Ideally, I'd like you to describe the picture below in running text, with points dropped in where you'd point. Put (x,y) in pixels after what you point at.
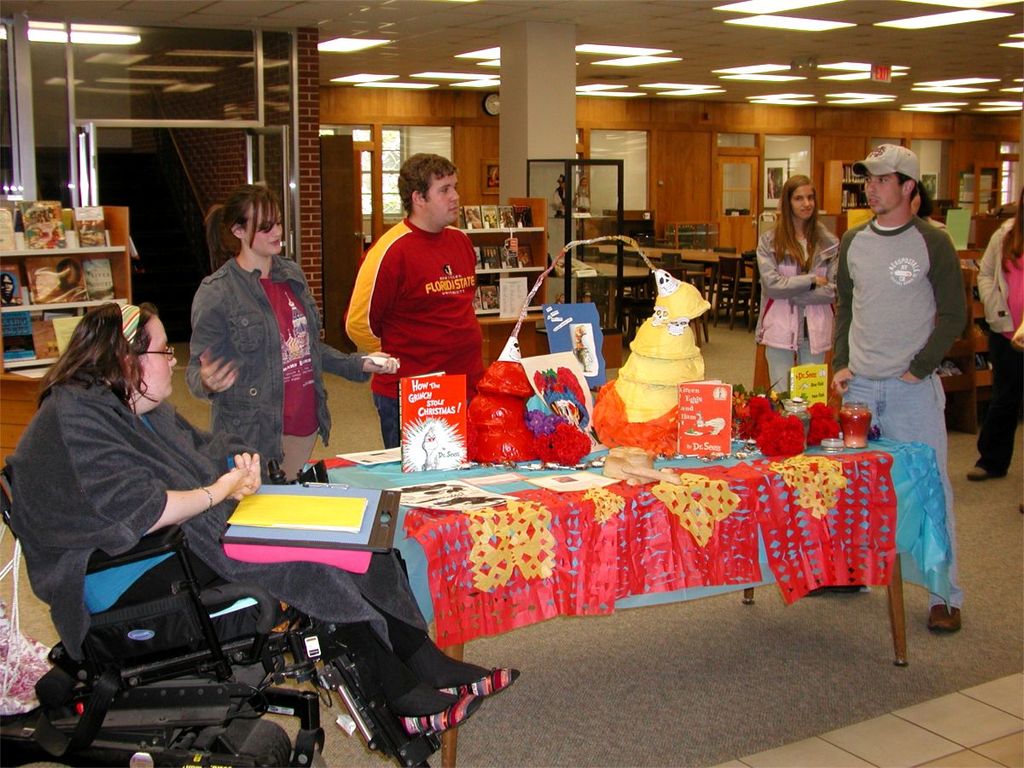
In this picture we can see six people (439,291) two men (461,282) and four women (773,264), five people (461,239) are standing and one woman (308,566) is sitting on a wheelchair (275,619), the woman (304,587) sitting on wheelchair (272,597) is holding a file (314,515), in the background (312,202) we can see a brick wall (310,174) we can see rack (51,252) of books (29,268) we can also see some chairs (726,275) and table (692,258) in front (550,528) we can see a table (699,542) which consists of some caps (498,434) and books (436,443).
